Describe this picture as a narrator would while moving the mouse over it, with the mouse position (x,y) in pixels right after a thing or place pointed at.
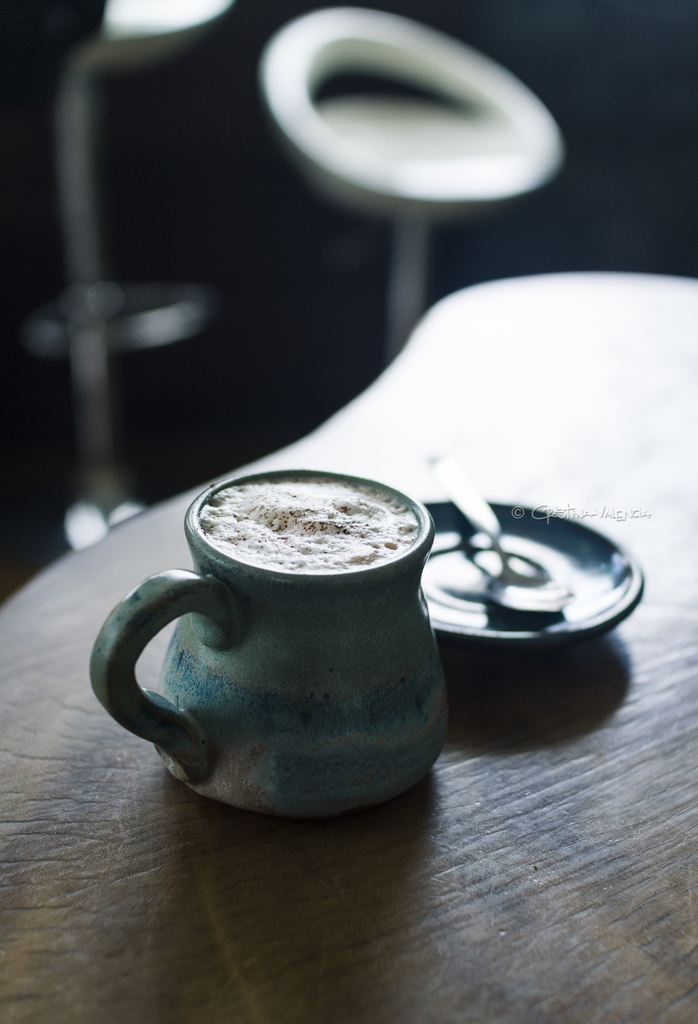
In the foreground of the image (377,566) we can see a cup (422,545), plate (463,584) with spoon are placed on the table (145,802). In the background (530,163), we can see two chairs (111,52) placed on the ground (190,424) and some text (602,514).
